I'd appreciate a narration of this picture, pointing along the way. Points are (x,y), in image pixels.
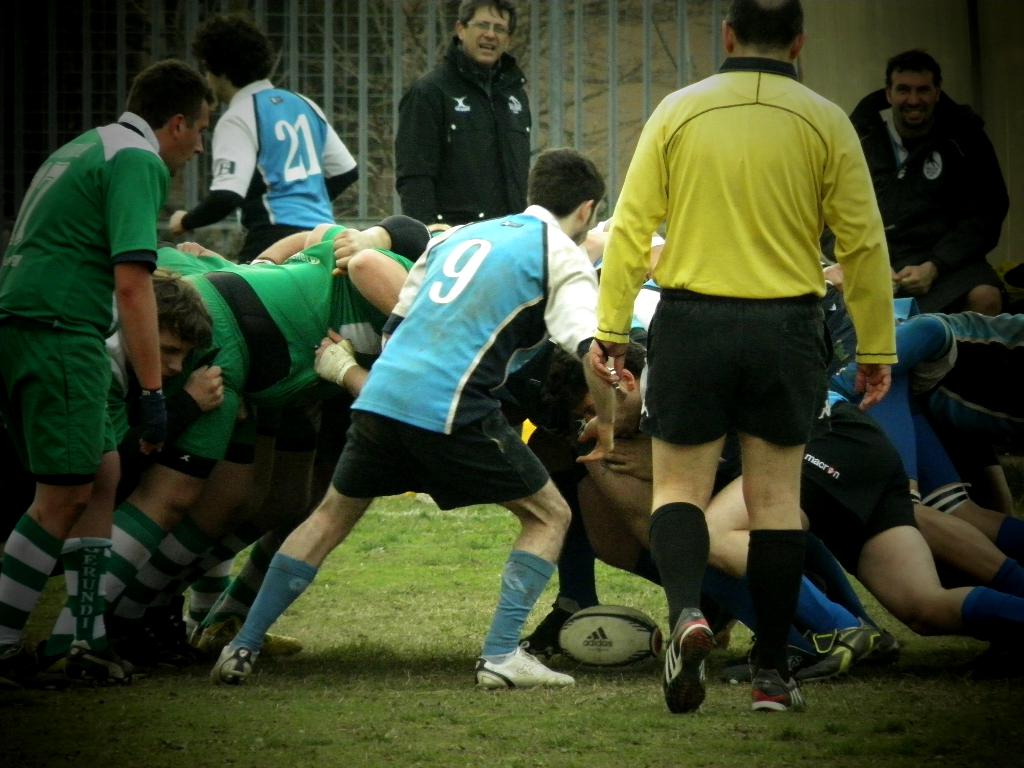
In the image in the center (544,302) we can see one ball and few people (437,263) were standing and they were in different color t shirts (620,248). In the background (562,101) there is a wall (905,13), fence (577,27), trees (389,22), grass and one person (407,126) standing.
